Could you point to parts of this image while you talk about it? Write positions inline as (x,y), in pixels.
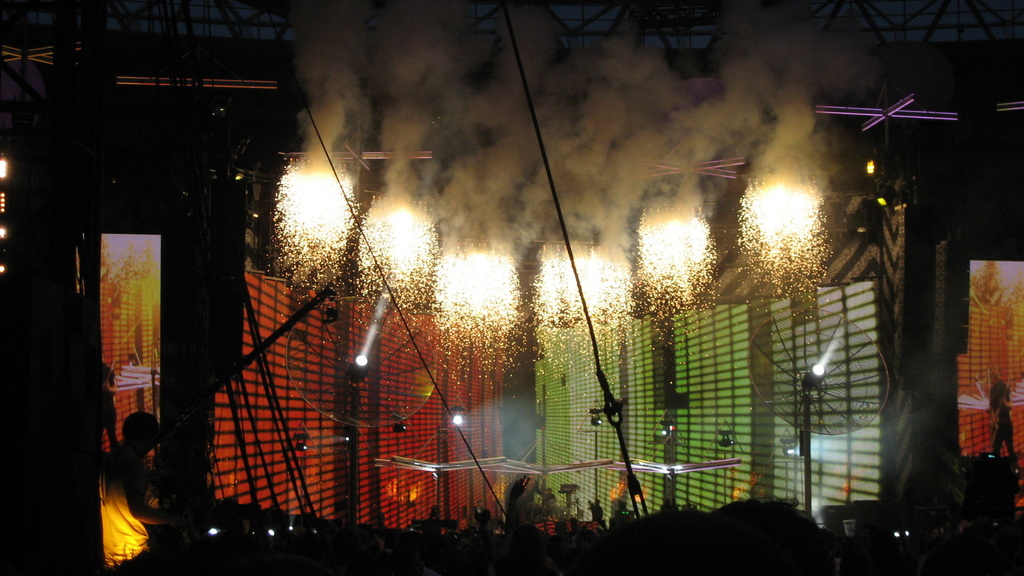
In this image there are lights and we can see fireworks (588,282). On the left (132,498) there is a person (138,502). In the background (235,442) there are screens (752,368).
